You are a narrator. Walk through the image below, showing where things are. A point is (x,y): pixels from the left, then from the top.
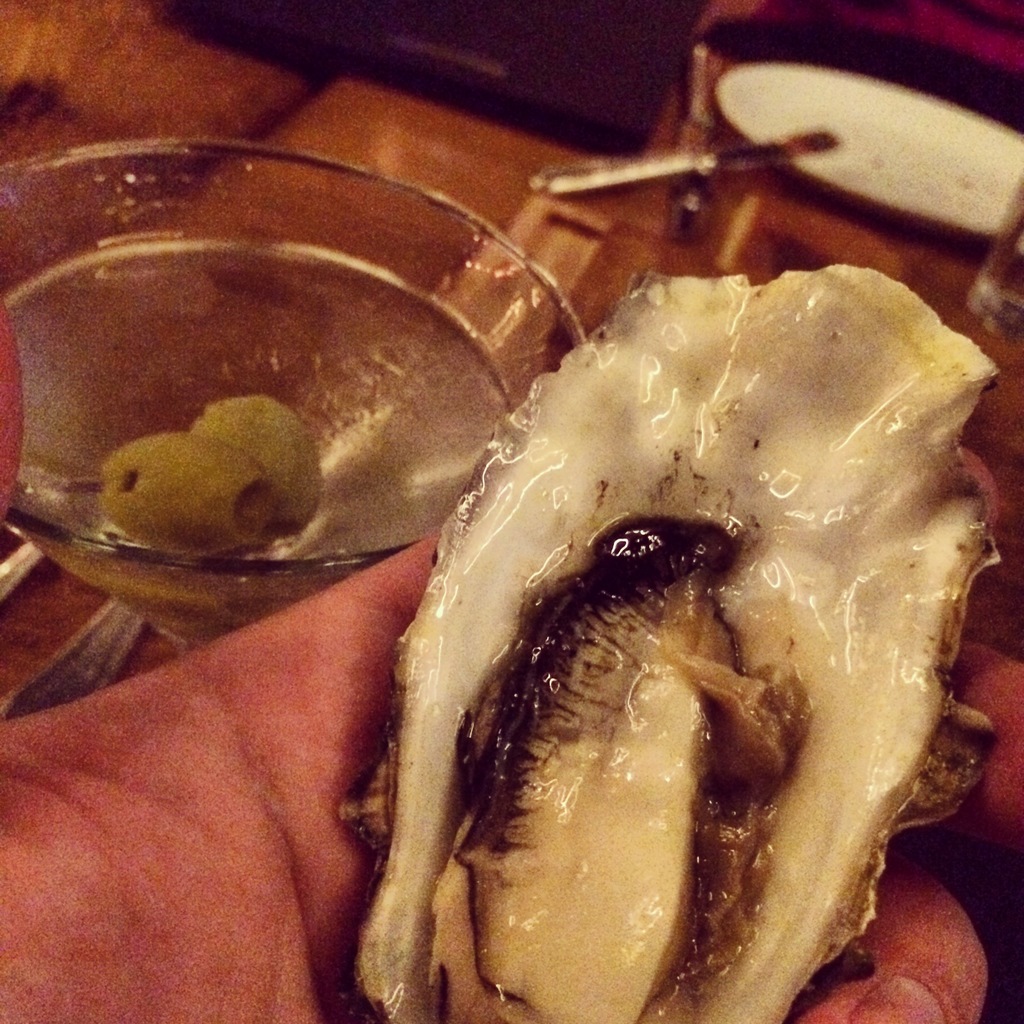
In this picture we can see a food (492,798) on a person's hand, glass (53,364) and in the background (988,145) we can see some objects (762,76).
